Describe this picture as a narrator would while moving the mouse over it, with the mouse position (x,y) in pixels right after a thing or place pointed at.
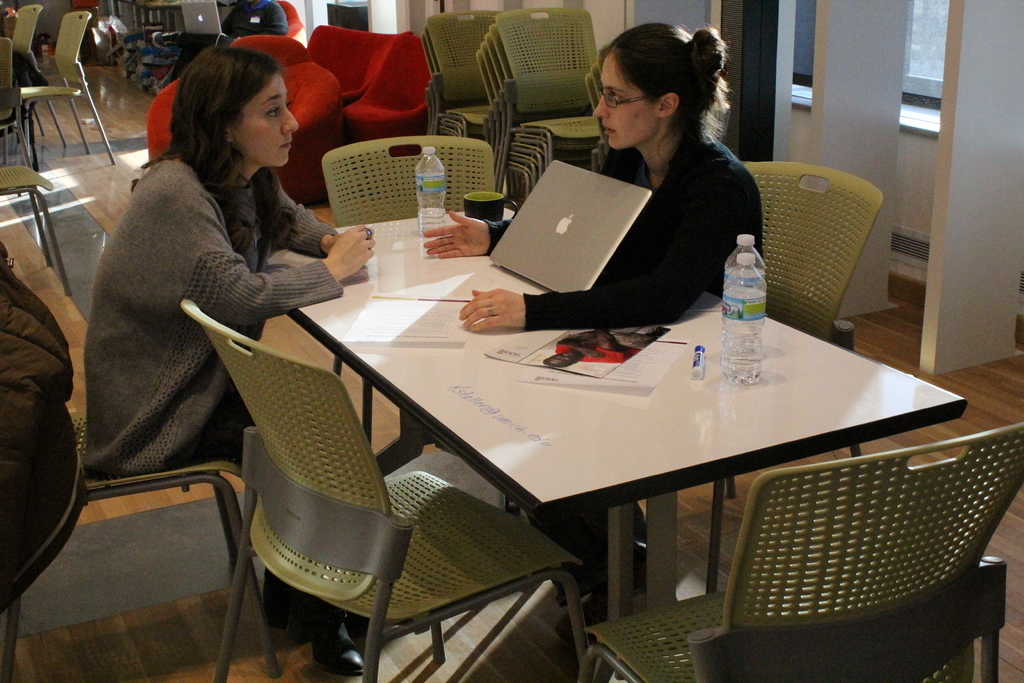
In this picture we can see two persons (665,233) sitting on chairs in front of a table (618,346), there are some chairs (489,68) here, we can see a laptop (574,240), three water bottles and papers (512,358) on the table (468,344), we can see one more person (262,22) in the background (267,14).
